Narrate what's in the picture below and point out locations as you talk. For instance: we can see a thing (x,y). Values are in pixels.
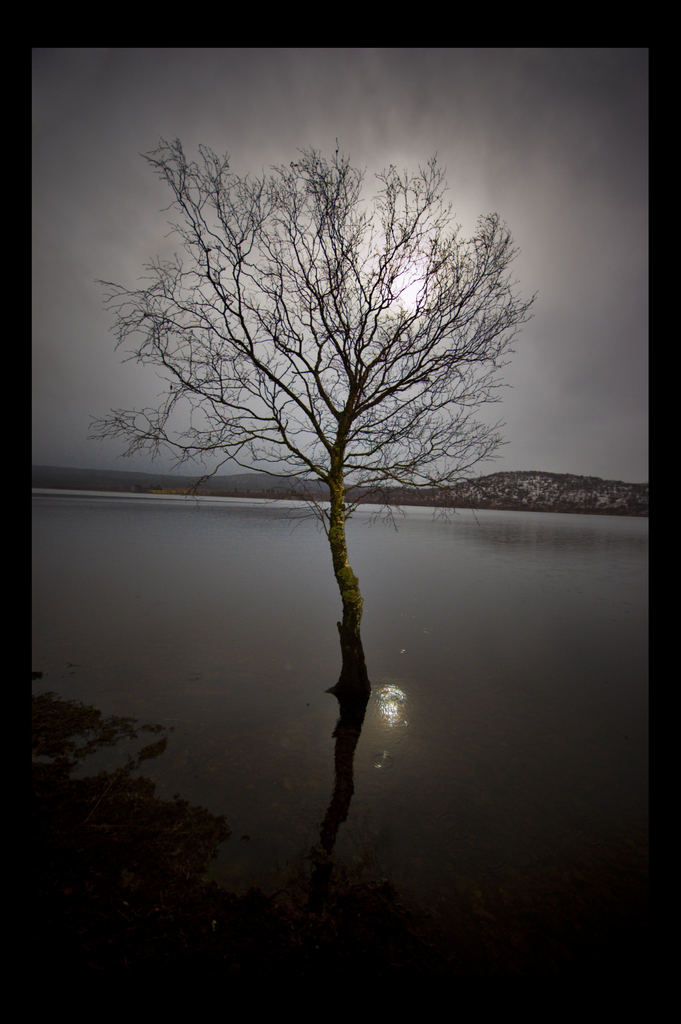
In this image I see a tree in the water (633,560) and in the background (511,403) I see the sky (572,118) which is a bit dark.
